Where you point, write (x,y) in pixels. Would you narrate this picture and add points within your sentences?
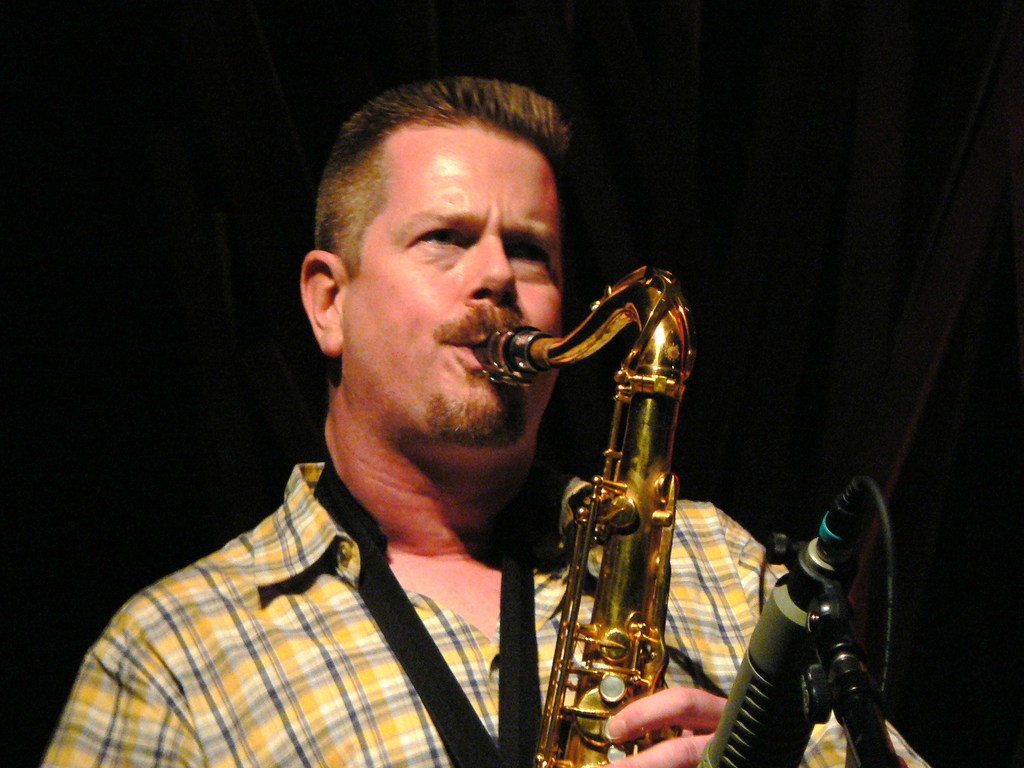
In this image we can see a person (429,580) playing a musical instrument (634,312) and the background (721,286) is dark.
